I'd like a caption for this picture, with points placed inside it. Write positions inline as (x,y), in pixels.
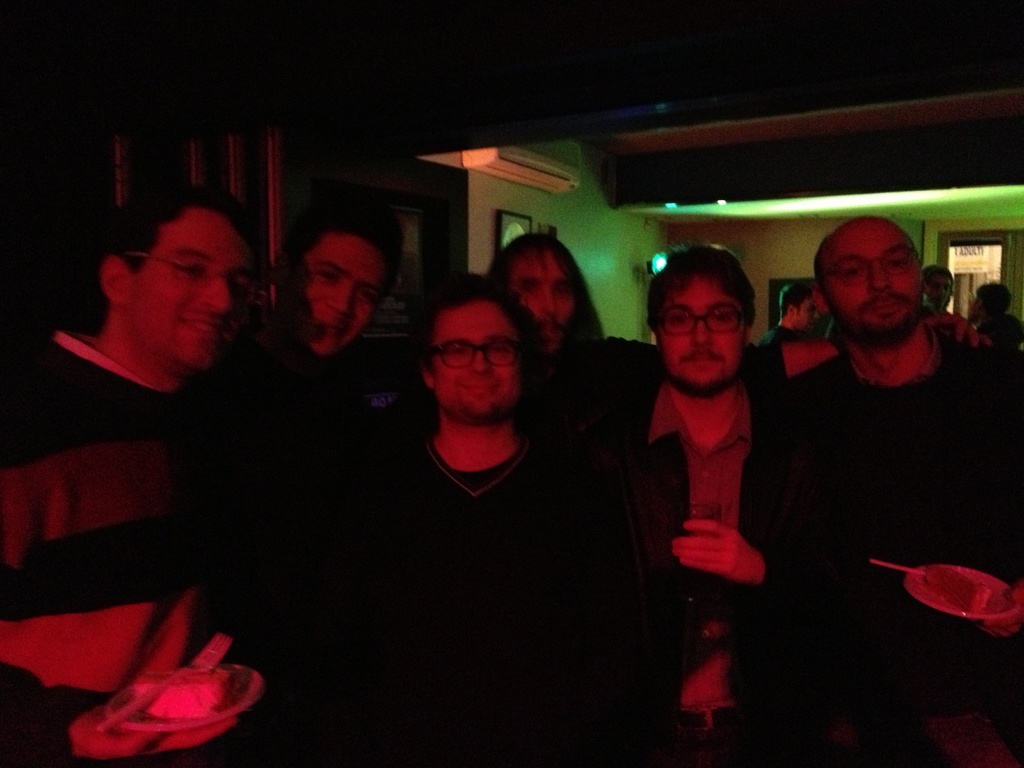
In front of the image there is a group of people (335,512) standing with a smile on their face (711,331), some of them are holding some objects (211,650) in their hands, behind them there are a few other people (793,320), in the background of the image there are photo frames (432,226), lamps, air conditioners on the wall (693,234).
